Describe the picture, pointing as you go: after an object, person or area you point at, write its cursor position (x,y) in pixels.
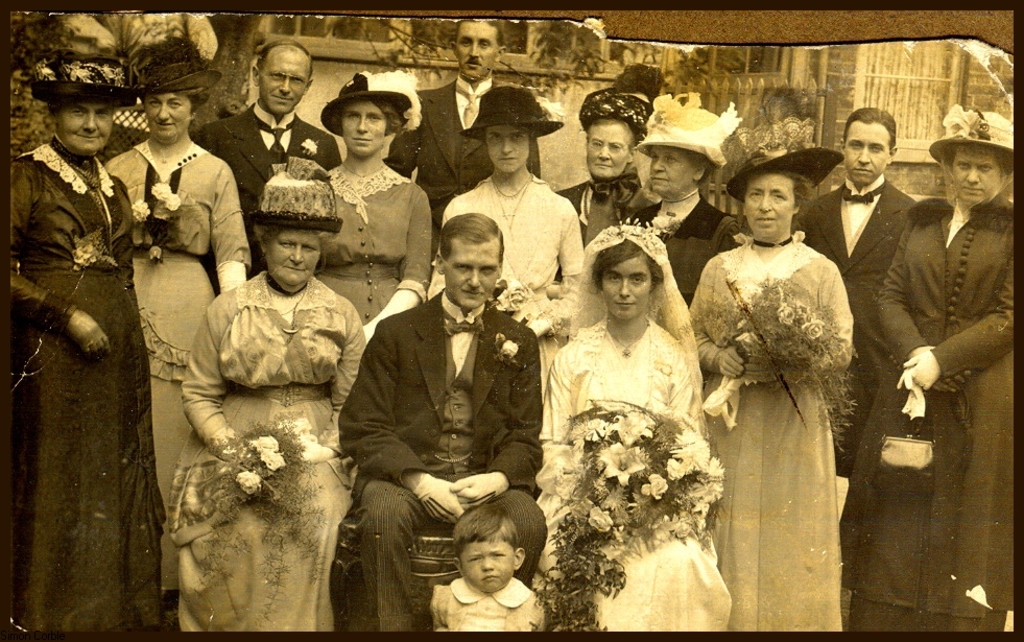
This is an edited image with the borders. In the foreground (626,529) we can see the three persons (523,417) sitting and we can see a kid (477,566). In the background (276,144) we can see the group of persons (502,99) standing and we can see the handbag (921,446), bouquets (249,442) and some other objects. In the background (337,137) we can see the buildings (369,46) and many other objects (671,63) and we can see the leaves (566,42) and the hats (625,117).
